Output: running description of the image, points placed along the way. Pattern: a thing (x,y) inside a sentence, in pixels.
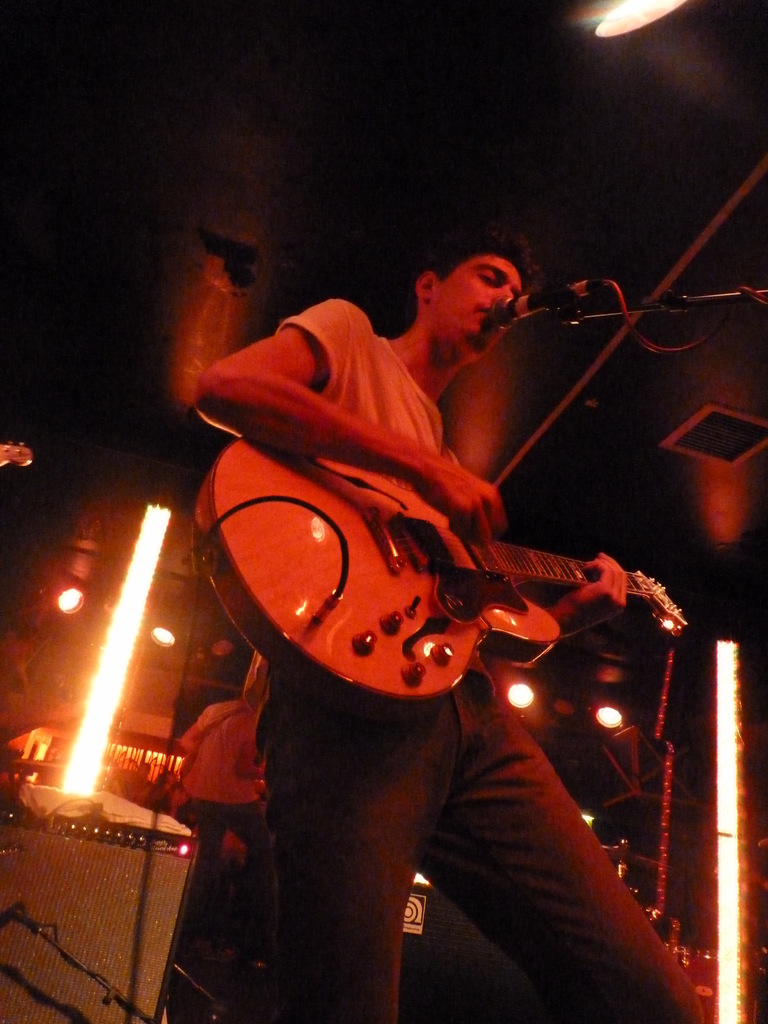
A person (383,827) is playing guitar (408,593) and singing on the mic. In the background (206,787) there are musical instruments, light (138,575) and a person (260,879).
